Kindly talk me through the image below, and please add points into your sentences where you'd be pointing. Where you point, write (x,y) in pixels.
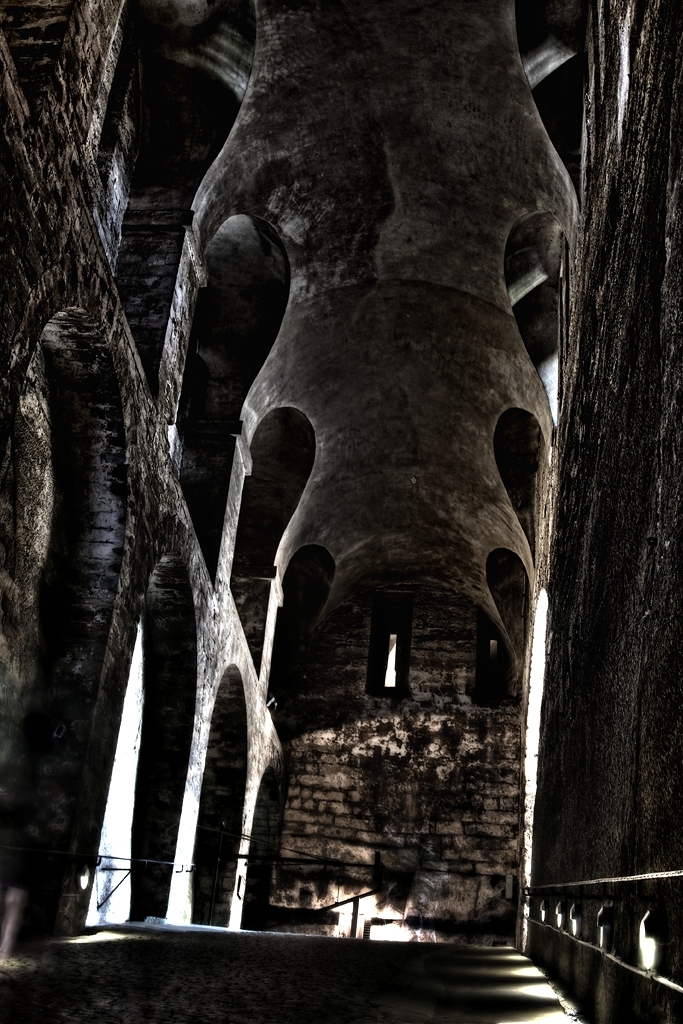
It is the black and white image in which there is a building (413,707) in the middle (320,681). We can see the ventilation (250,345) from the holes (538,327). At the bottom (399,870) there is the wall (288,895).
